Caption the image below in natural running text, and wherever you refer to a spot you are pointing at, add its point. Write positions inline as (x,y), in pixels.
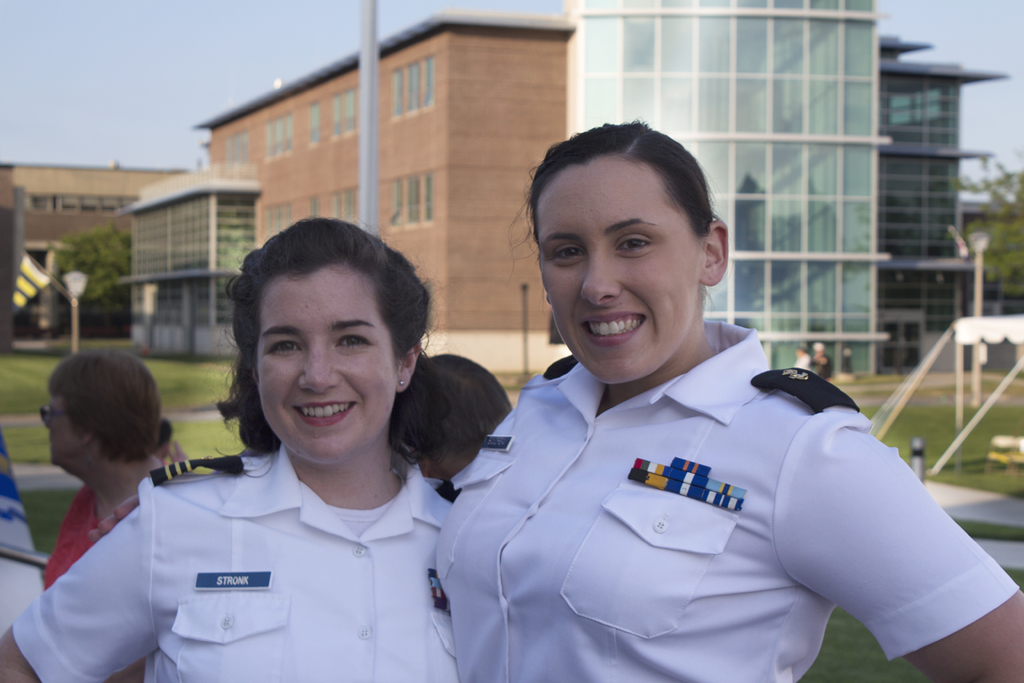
In this picture I can see two women (464,515) with a smile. I can see green grass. I can see the buildings (422,165) in the background (507,144). I can see the sky (192,82).
